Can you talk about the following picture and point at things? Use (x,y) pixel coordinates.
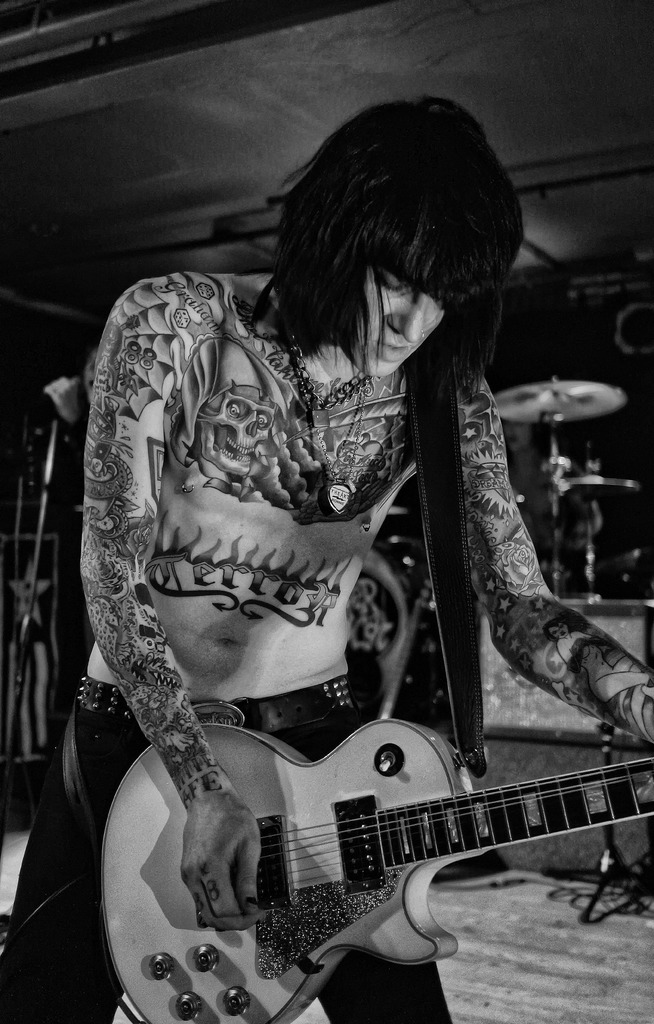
There is a person (491,442). He is standing. His body (487,435) has so many tattoos (484,448). He is holding a guitar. We can see in the background (408,521) there is a so many musical instruments (399,537).
